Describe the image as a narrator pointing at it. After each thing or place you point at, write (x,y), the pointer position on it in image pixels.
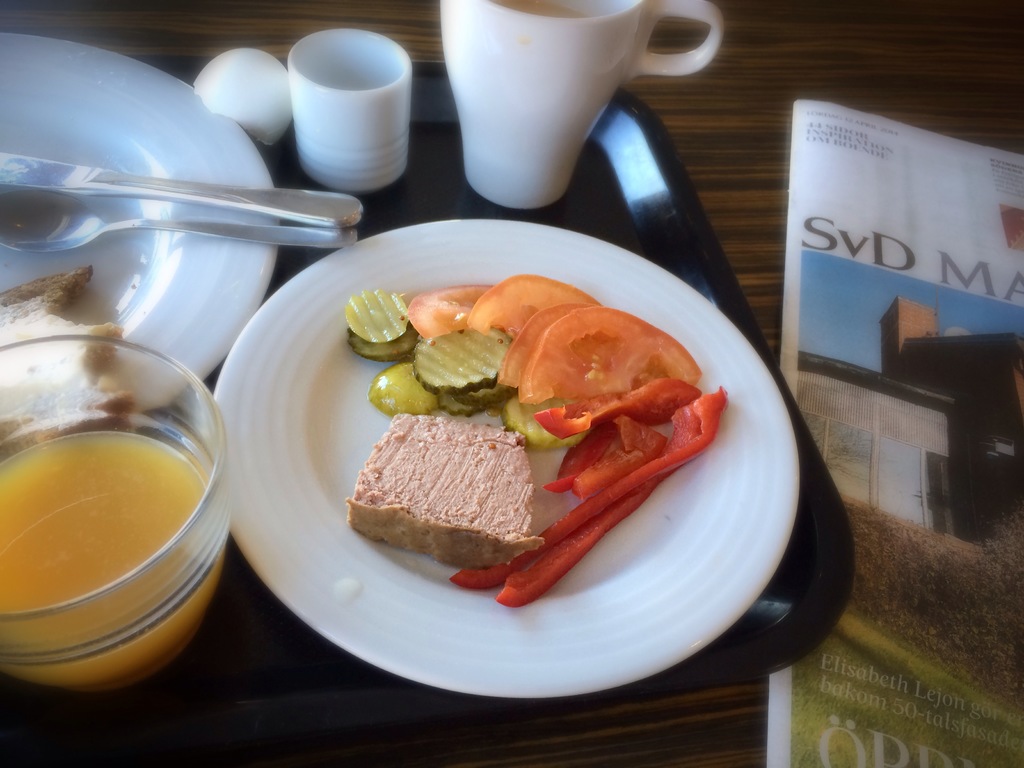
In the foreground of this picture (395,630), there is a platter (344,521) with food (356,507), bowls (384,96), mug (519,111), and another platter (140,239) with spoon (91,219) and knife (116,195) on it is placed on a black tray (662,205). On the right (918,307), there is a newspaper (903,408) on a wooden surface (789,168).
